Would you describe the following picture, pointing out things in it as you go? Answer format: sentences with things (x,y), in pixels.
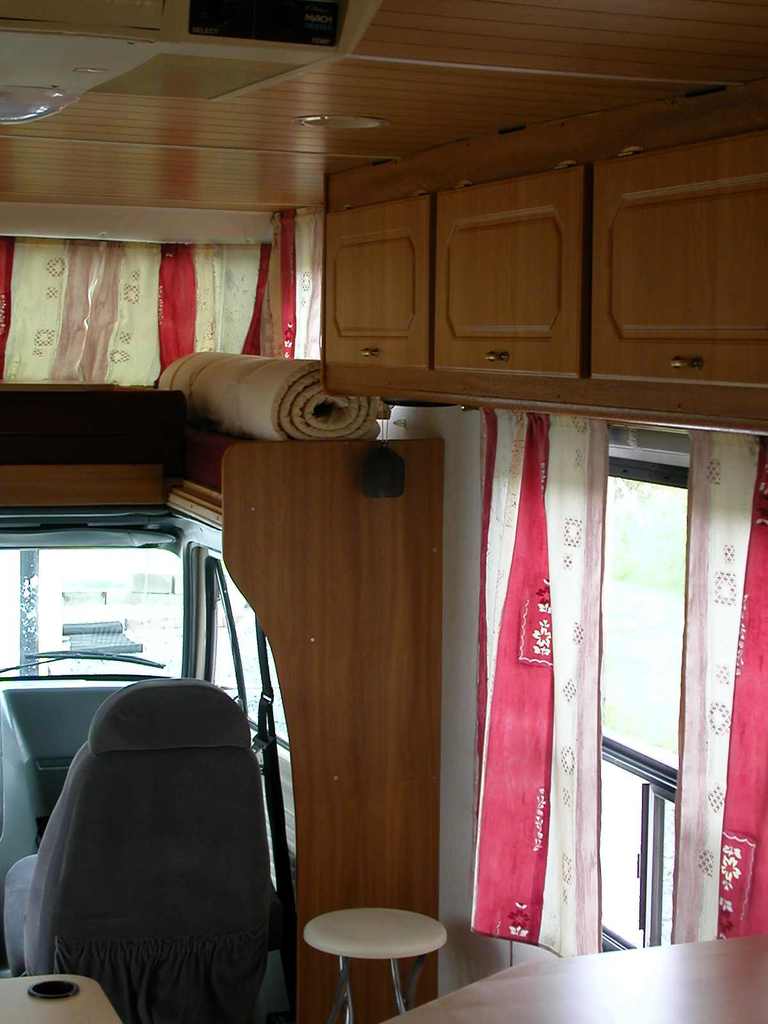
This is the inside view of a vehicle (253,791). There is a seat (158,903). And this is the chair (395,964). There is a curtain (742,715) to the window (647,715). And on the top (583,209) these are the cupboards (533,295). This is the light (48,101).
